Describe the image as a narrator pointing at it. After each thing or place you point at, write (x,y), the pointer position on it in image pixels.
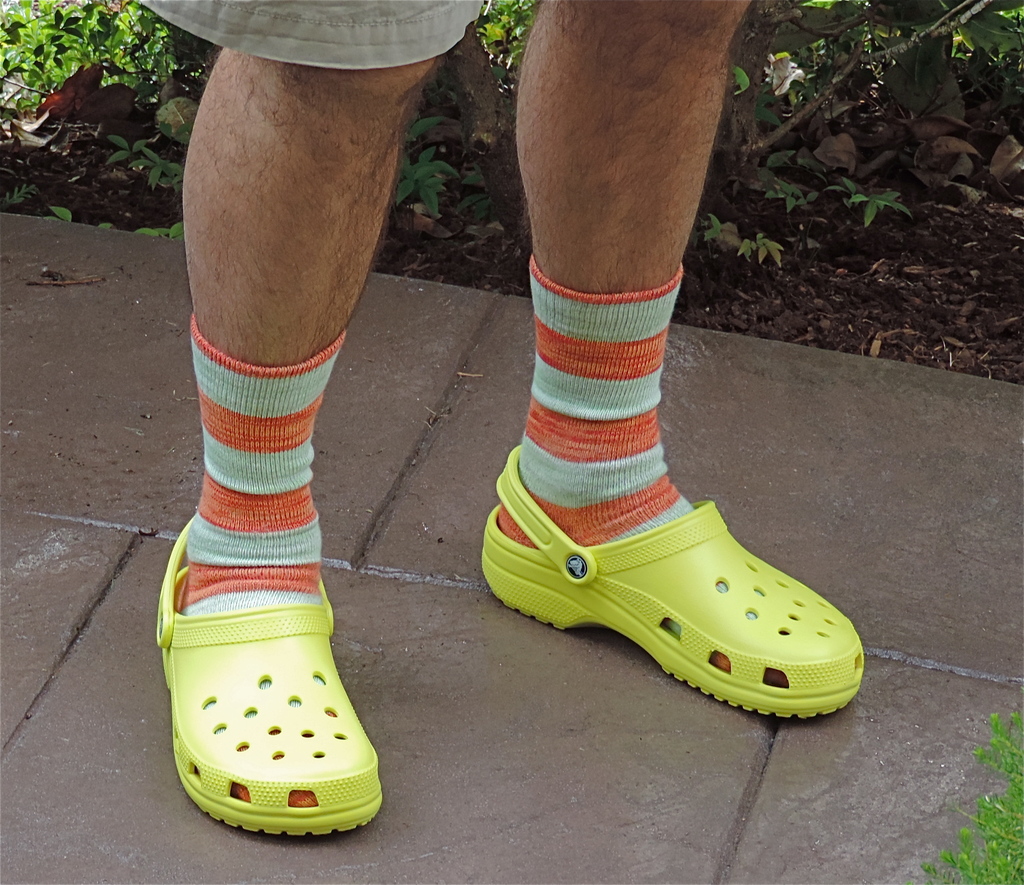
This picture is clicked outside. In the foreground (436,393) we can see the legs (535,131) of a person (641,376) wearing socks (259,501) and a yellow color shoes (362,776), the person (799,646) is standing on the ground (658,835). In the background (34,35) we can see the plants (137,79).
